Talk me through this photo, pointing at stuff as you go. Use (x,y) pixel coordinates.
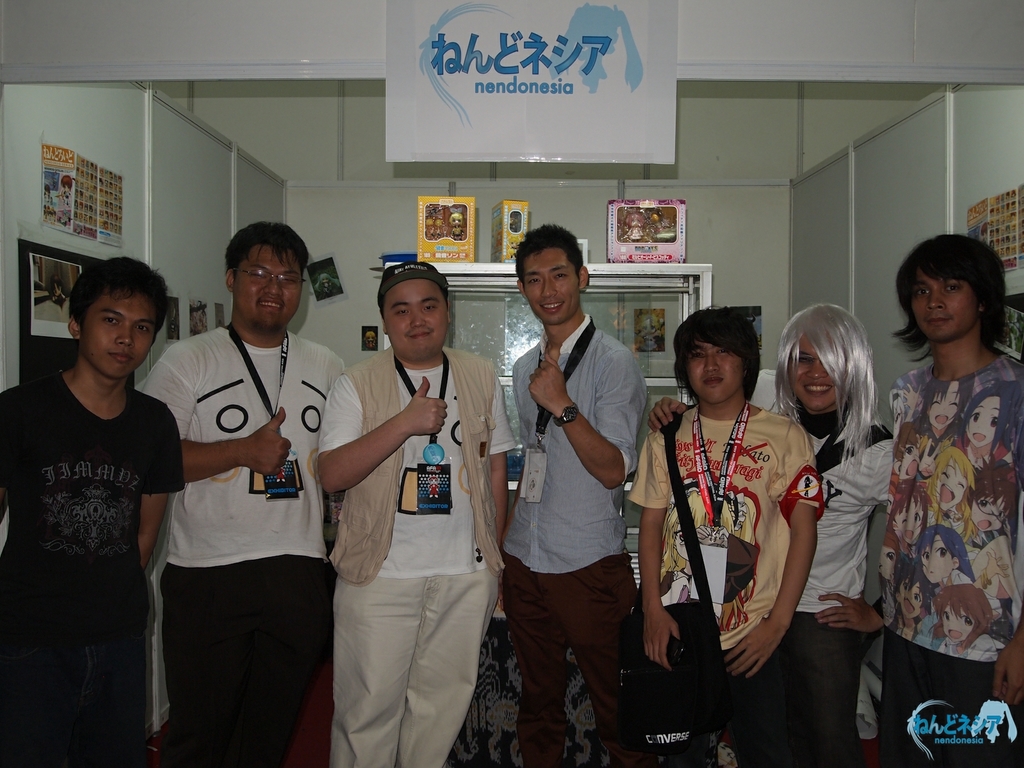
In this image we can see a group of people (596,551) standing and few people (371,491) are wearing identity cards (446,505). There are few objects (618,249) placed on the rack (613,267). There are few posters (460,131) and photos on the walls (596,258). There is some text (937,741) at the bottom of the image (954,730).
